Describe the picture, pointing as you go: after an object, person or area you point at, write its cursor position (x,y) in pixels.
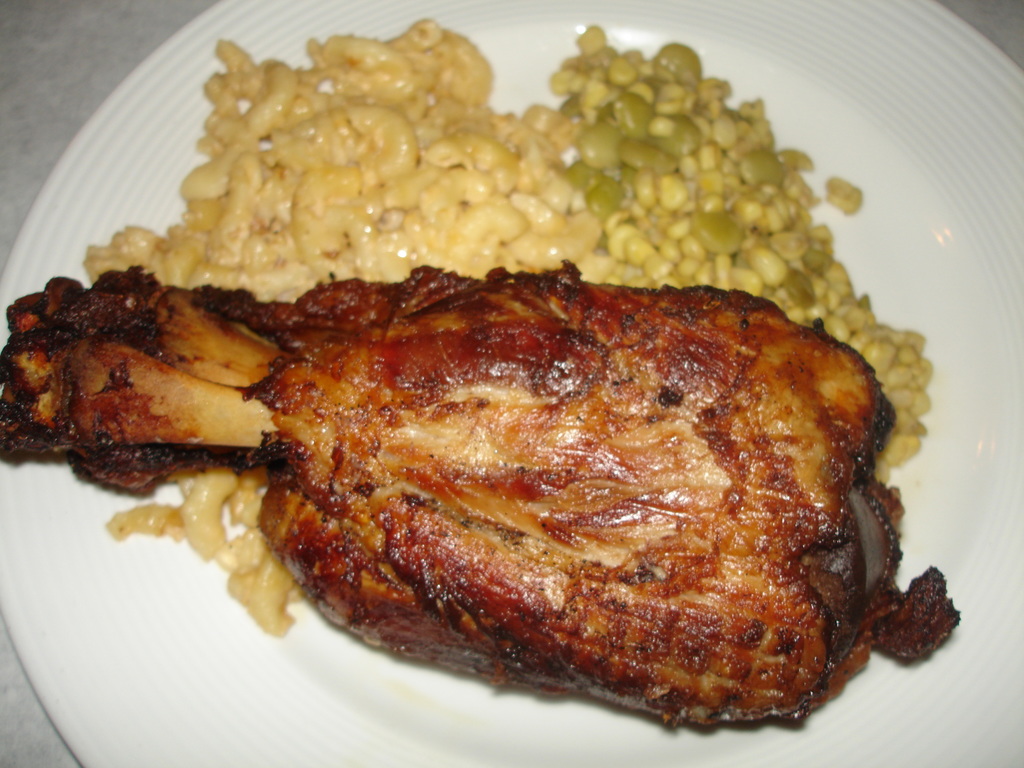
In this image on a plate (974,492) there is pasta (407,174), peas (654,195) and meat (532,545) is there.
